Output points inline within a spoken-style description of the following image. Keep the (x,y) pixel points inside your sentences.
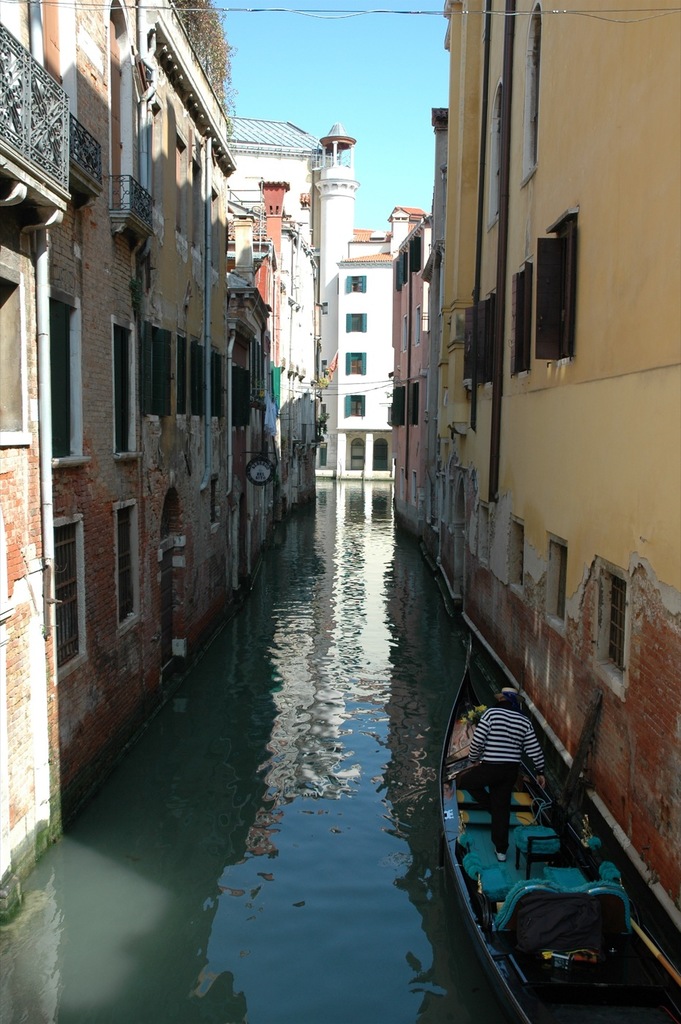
At the bottom right of the image (466,867) there is a person (507,779) standing on the boat (511,855), which is on the water (360,801). On the right (476,447) and left side of the image (138,494) there are buildings (570,520). In the background (335,248) there is a building (330,151) and a sky (357,71).
